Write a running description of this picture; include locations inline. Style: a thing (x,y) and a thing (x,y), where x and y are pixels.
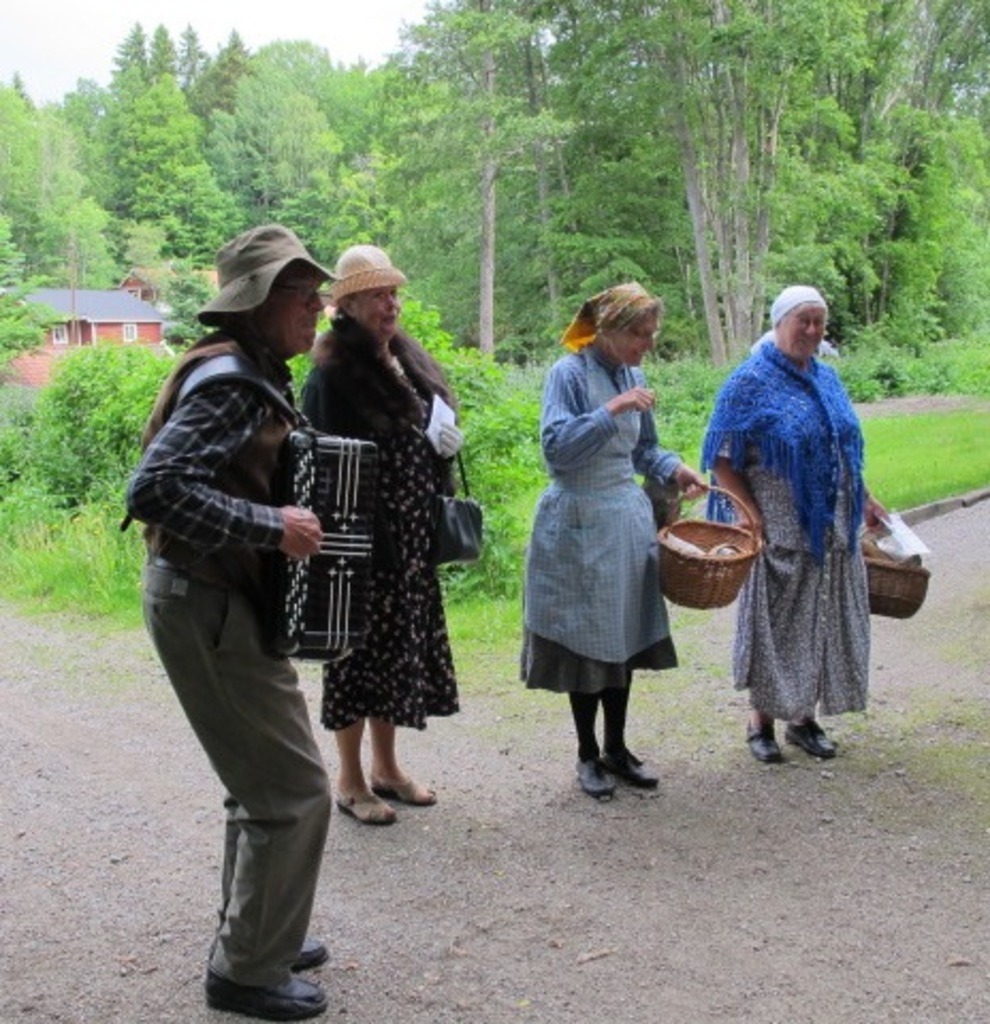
In this image I can see a group of people (524,628) standing on the road (562,814). In the background (7,349), I can see a house (131,311), the trees (399,183) and the sky (95,46).
